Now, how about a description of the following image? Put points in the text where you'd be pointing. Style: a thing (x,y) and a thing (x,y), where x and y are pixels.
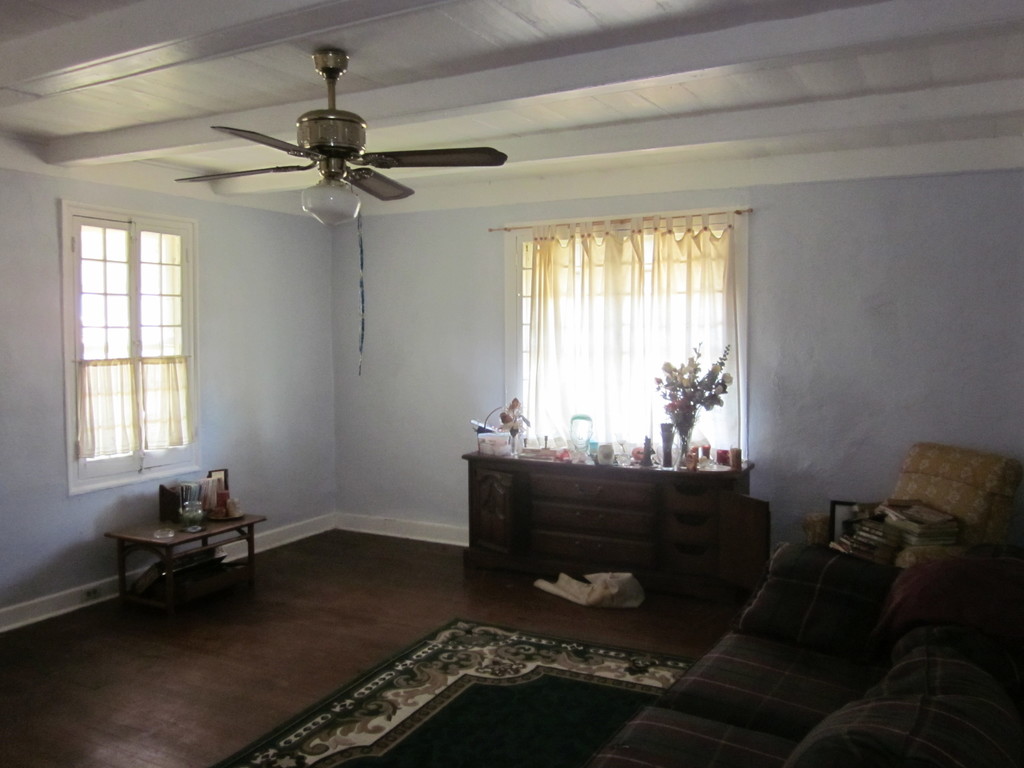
On the right (970,716) we can see couch (968,698). In the center (612,510) there is a table (628,517), carpet (567,699), cloth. On table (572,491) we can see flower vase (512,444), mug (607,453), toy (649,453), basket (497,435) and doll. In the background (523,289) there is a curtain (626,310), window (95,327), wall (286,355), fan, chair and books (895,531).
